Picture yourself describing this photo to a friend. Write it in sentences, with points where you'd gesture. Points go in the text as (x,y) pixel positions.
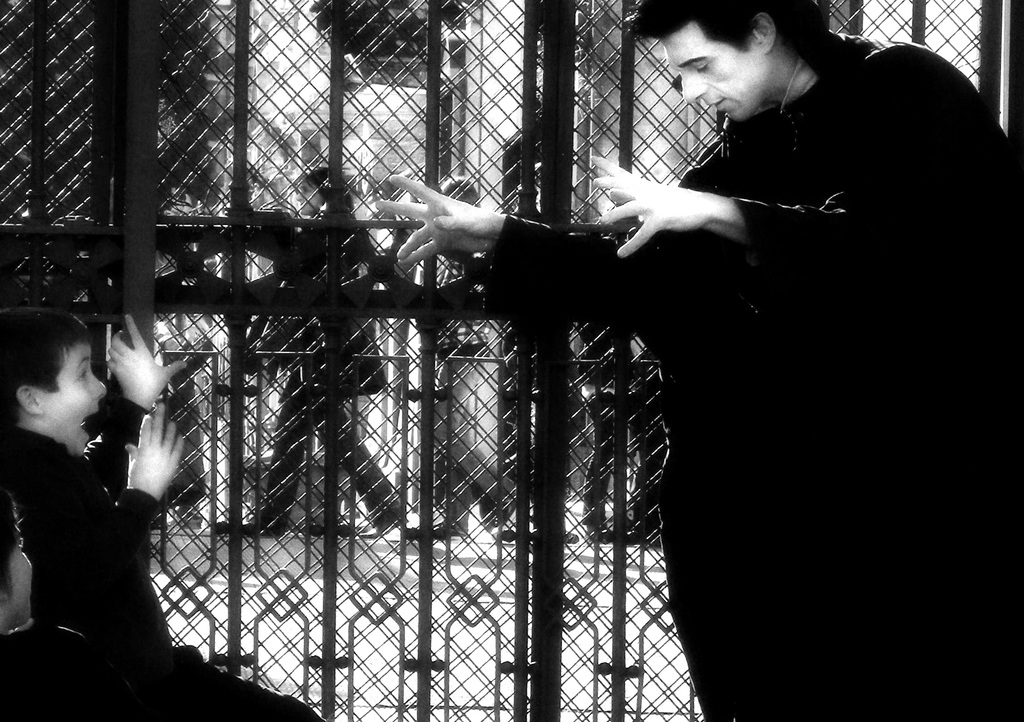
This is a black and white image. In this image we can see there is a person (718,367) standing, in front of the person (752,436) there is a kid (51,529) and a person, behind them there is a railing (297,263), behind the railing (340,238) there are few people (297,325) walking.
